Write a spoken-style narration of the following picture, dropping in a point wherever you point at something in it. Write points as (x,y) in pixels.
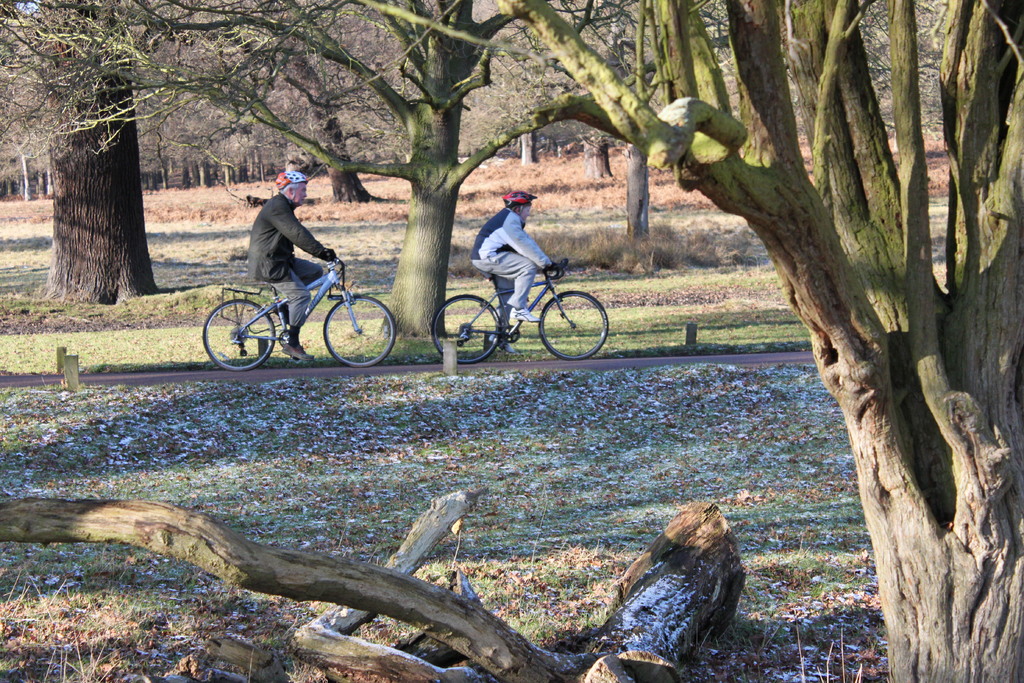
In the image we can see there are people (505,276) who are sitting on bicycle (450,336) and they are riding on the road (161,375) and behind them there are lot of trees (959,189).
